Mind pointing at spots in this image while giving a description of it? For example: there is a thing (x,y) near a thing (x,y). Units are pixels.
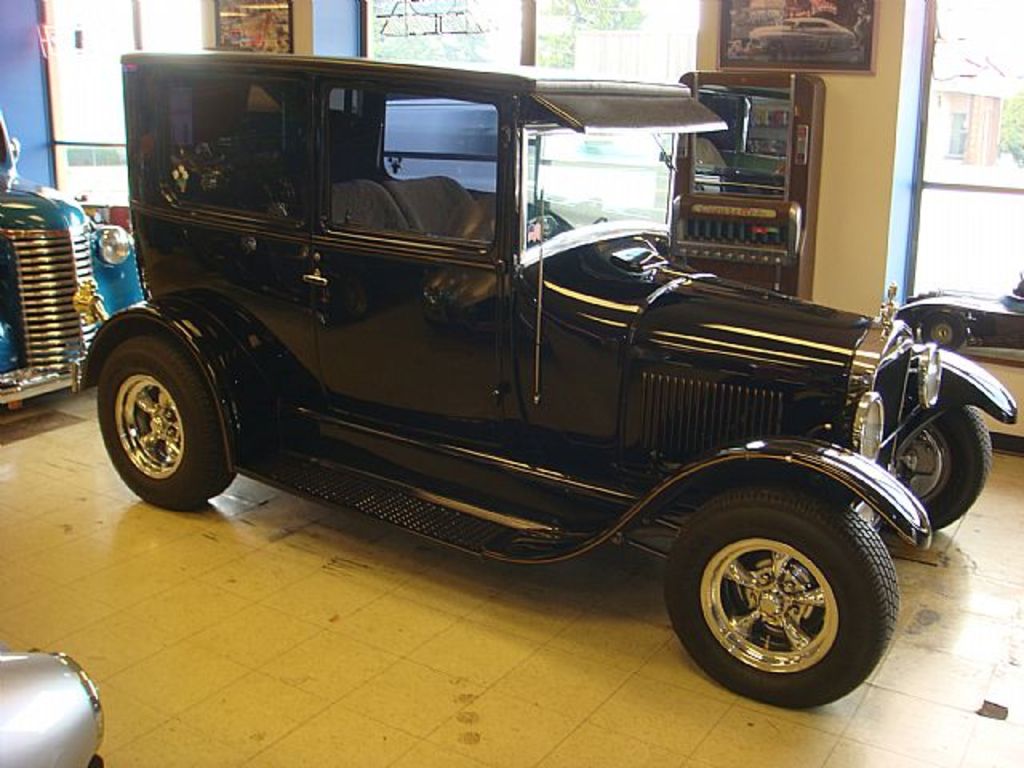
In this image there are vintage cars (432,356) on the display, on the other side of the cars (469,243) there is a machine (750,168) in front of the wall (847,151), on the wall (848,150) there is a photo frame (752,30), beside the wall (305,27) there is glass windows (98,43), on the outside of the window (976,275) there are cars (634,157), trees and houses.
